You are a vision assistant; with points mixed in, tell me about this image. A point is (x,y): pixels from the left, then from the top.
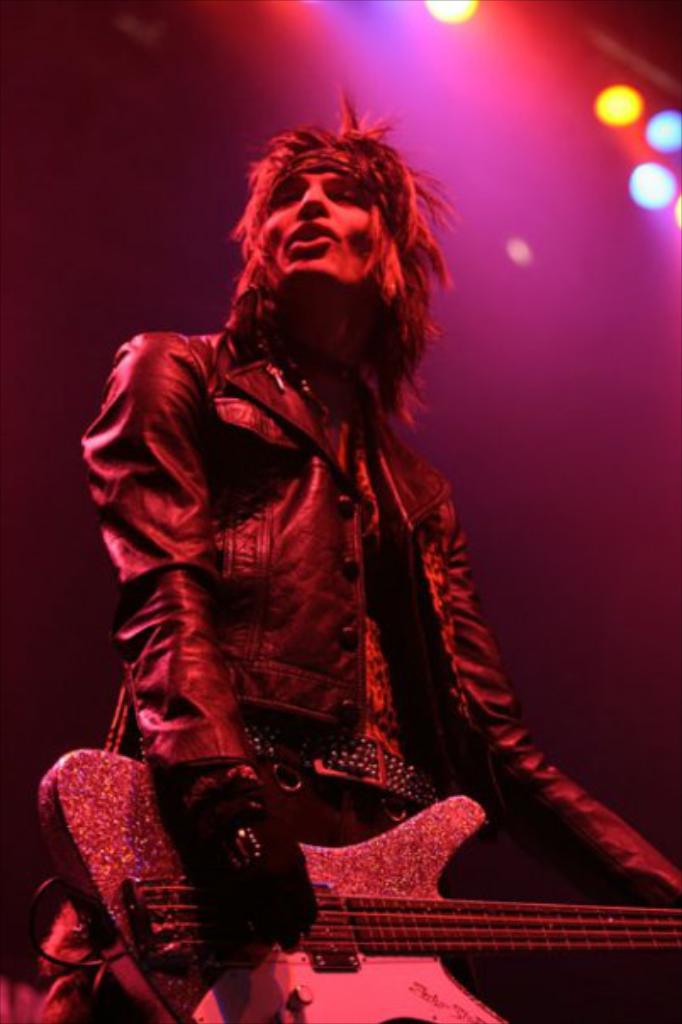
In this image I see a man (408,701) who is standing and he is holding a guitar (136,775) and he is also wearing a jacket (89,451). In the background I see the lights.
